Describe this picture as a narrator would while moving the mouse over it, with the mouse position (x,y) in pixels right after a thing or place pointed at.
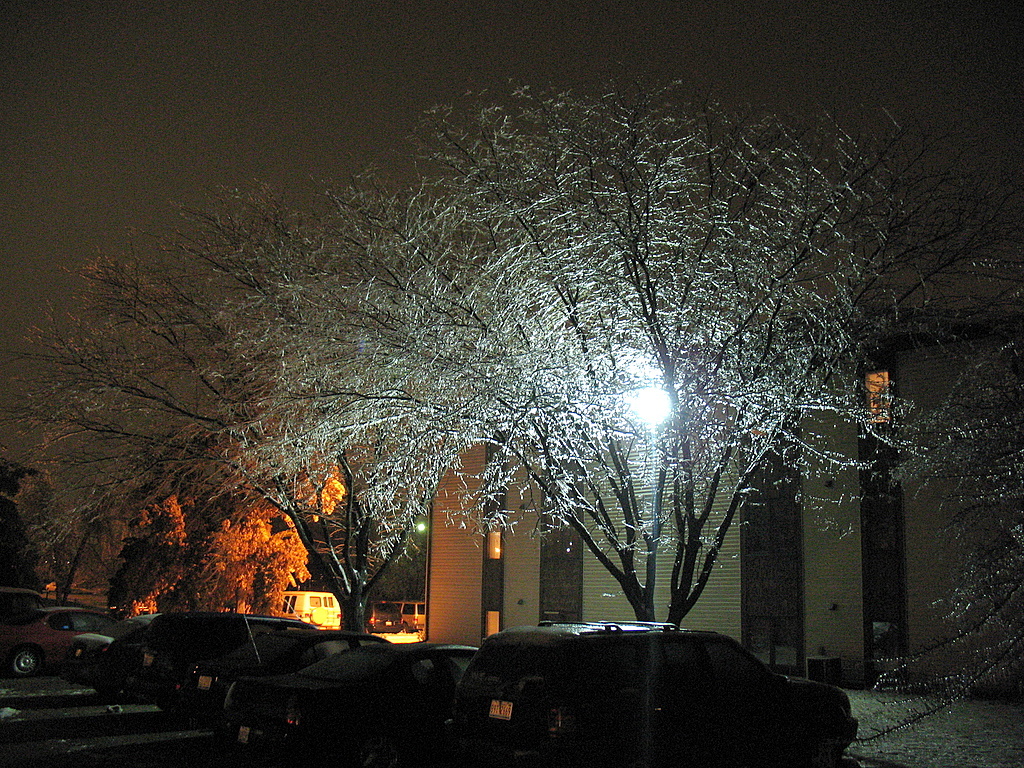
In this picture there are some cars (310,634) parked in the front side (229,721). Behind there is a dry tree (636,423) with spotlight (647,403). In the background (882,531) there is a white color small building (505,577).
